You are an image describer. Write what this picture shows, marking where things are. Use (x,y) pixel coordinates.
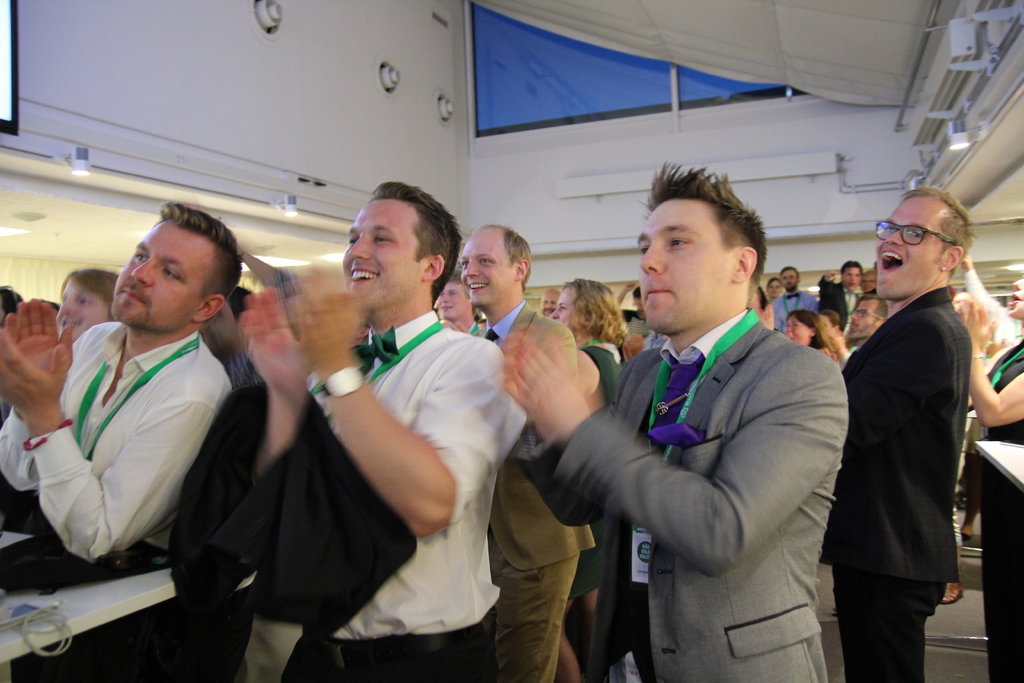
In this image we can see a few people (444,415), some of them are clapping, there are some objects (61,632) on the table (101,585), also we can see the walls (295,10), rooftop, and lights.
